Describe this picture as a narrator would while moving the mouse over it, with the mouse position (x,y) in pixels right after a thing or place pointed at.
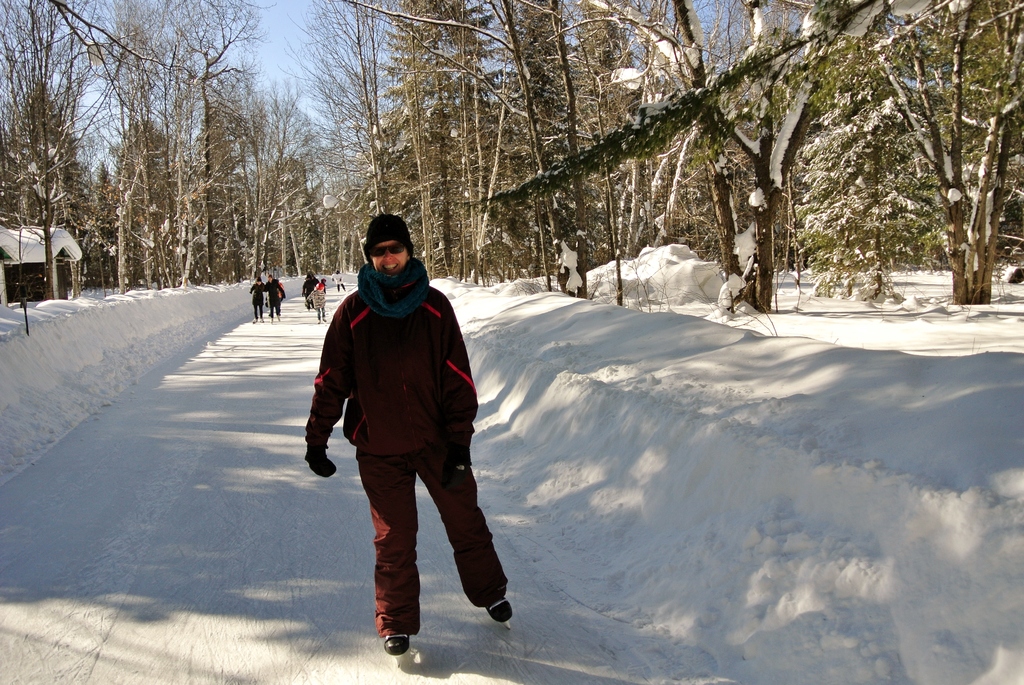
In this picture there is a man (384,224) who is wearing cap (373,236), goggle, jacket (389,425), trouser (408,525) and shoes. In the back (321,285) I see many peoples (275,294) were doing skating. In the background (915,232) I can see many trees (420,173). On the left (40,261) there is a house (33,277). On the right (844,415) I can see the snow (870,351). At the top (243,7) there is a sky (230,7).
